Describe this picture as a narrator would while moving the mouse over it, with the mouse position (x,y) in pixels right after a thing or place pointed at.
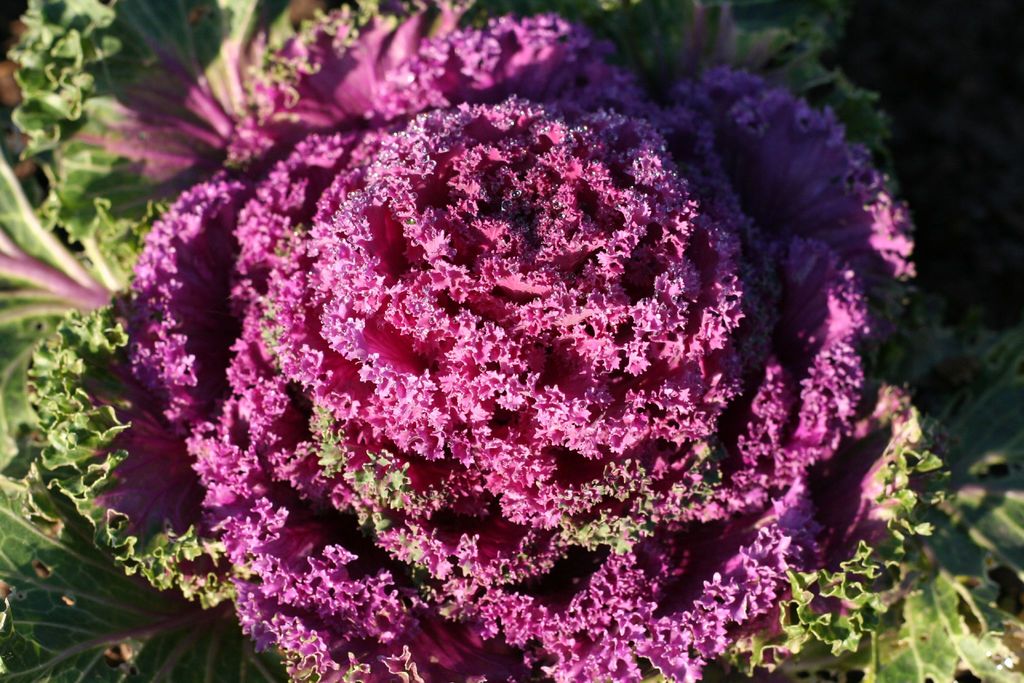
In this image we can see a cabbage (424,498).
